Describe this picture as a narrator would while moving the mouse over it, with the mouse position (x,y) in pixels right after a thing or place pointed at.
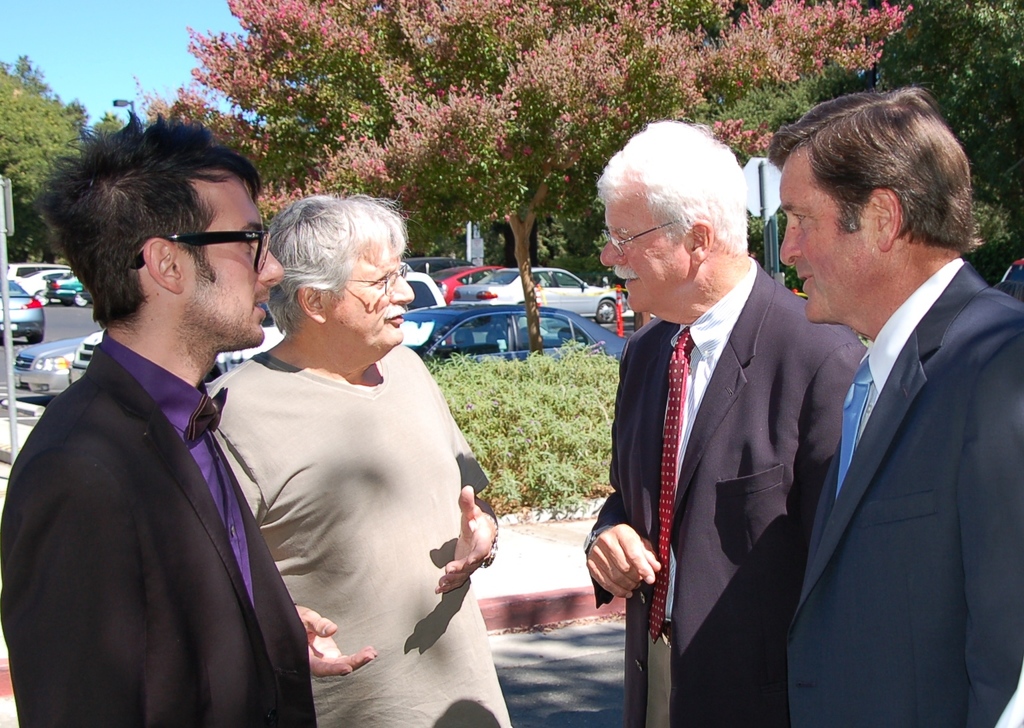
This image is taken outdoors. In the middle of the image (397,479) four men (820,639) are standing on the ground (578,693) and talking. In the background (510,437) there are a few trees (506,197) and plants (600,411) and there are a few signboards (752,189) and a pole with a street light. A few cars (60,297) are parked on the road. At the top of the image (97,44) there is a sky (91,102).
